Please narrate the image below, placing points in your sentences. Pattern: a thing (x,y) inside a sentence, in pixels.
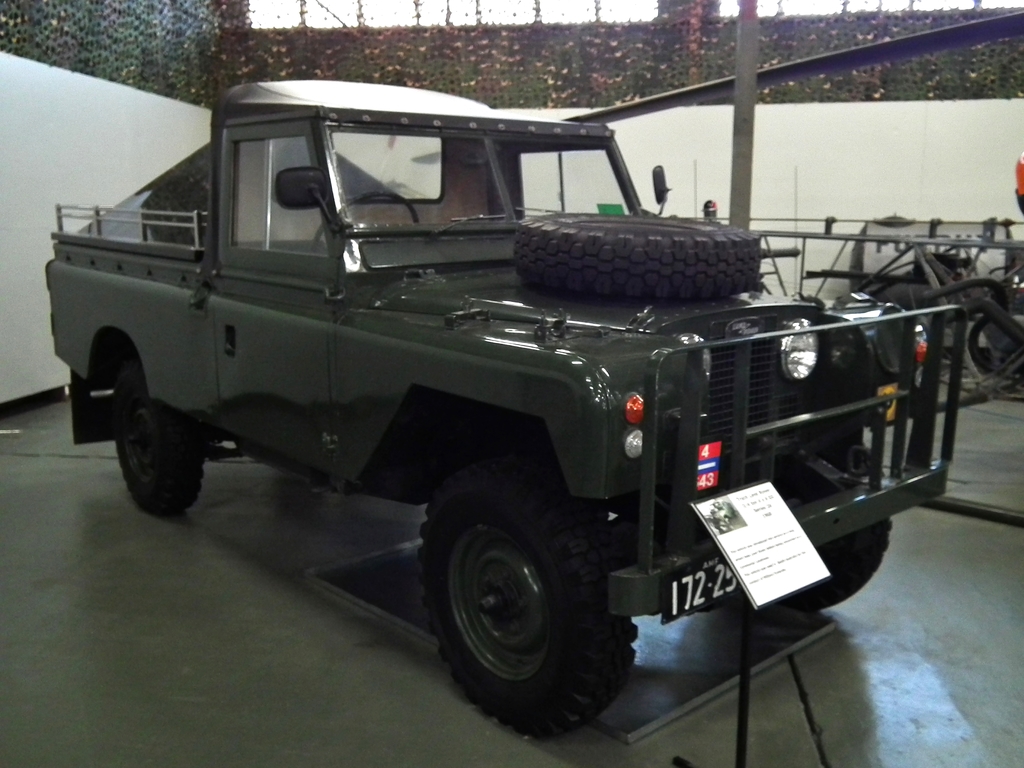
In this picture in the center (520,395) there is a vehicle (497,370) and in the background (707,176) there is a wall (811,141) and on the top of the wall (808,140) there are nets (625,53) and there are objects (897,241) in front of the wall (957,184). There is a pole (744,84) in the center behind the vehicle (643,338). On the top of the vehicle (608,298) there is a tyre (612,267) and there is a paper (741,547) in front of the vehicle (693,579) with some text (737,561) and numbers (706,575) written on it.
